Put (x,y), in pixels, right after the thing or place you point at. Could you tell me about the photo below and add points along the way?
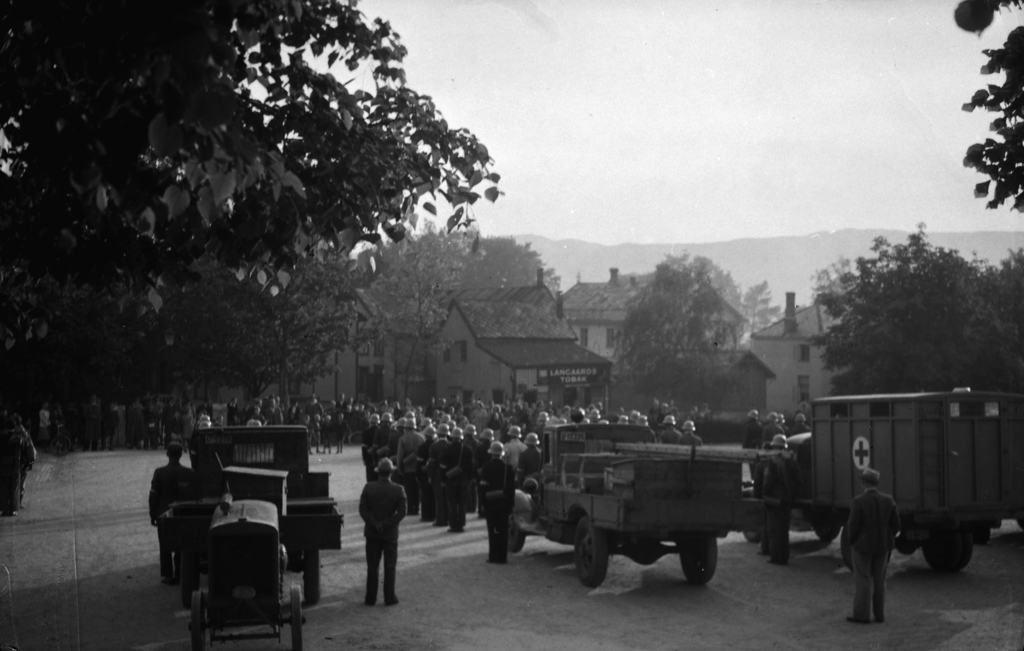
This is a black and white picture and in this picture we can see vehicles (569,495), group of people (470,438) wore helmets (430,428) and standing on the ground (329,582), buildings (594,301), trees (246,342) and some objects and in the background (687,144) we can see the sky (687,144).
